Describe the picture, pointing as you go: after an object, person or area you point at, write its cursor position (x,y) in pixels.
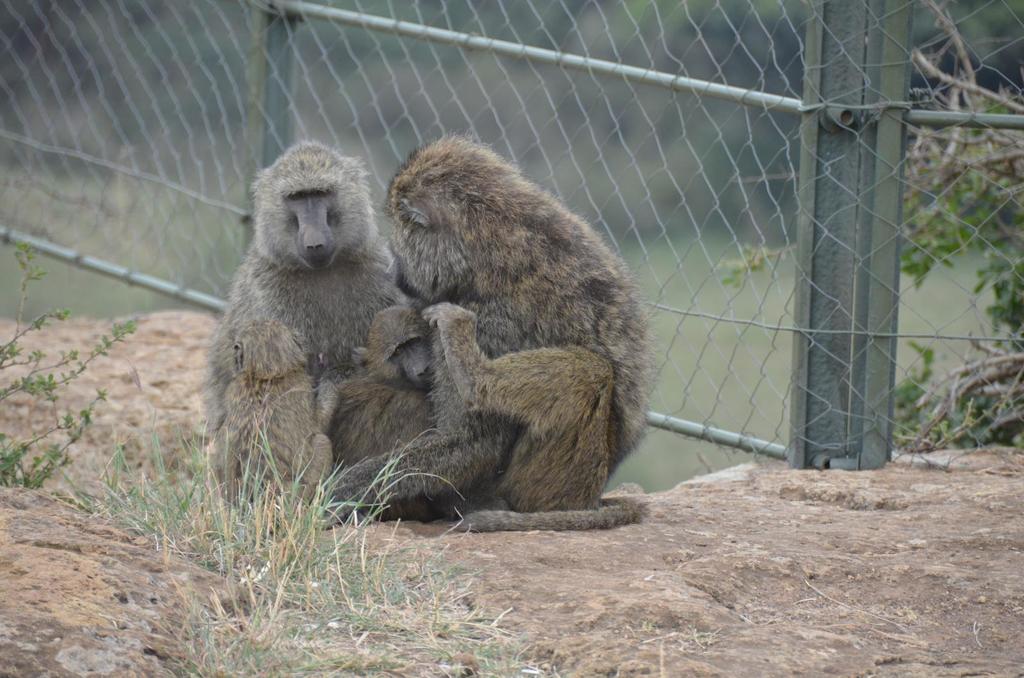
In this picture, we can see four monkeys (565,486) on the ground (143,343), and we can see some grass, plants (936,437), fencing (910,110) and the background (577,108) is blurred.
